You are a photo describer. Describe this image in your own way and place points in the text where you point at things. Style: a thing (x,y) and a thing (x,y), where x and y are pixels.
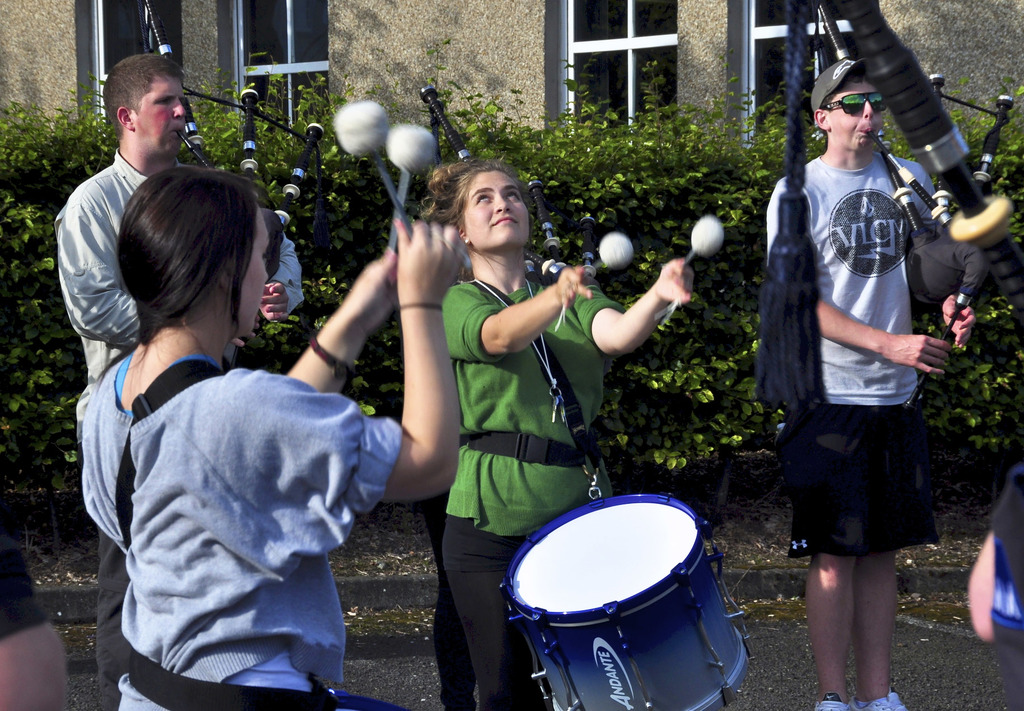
there are people (352,336) playing musical instruments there are plants (47,184) near to them there are also a building (548,114) near to them.
